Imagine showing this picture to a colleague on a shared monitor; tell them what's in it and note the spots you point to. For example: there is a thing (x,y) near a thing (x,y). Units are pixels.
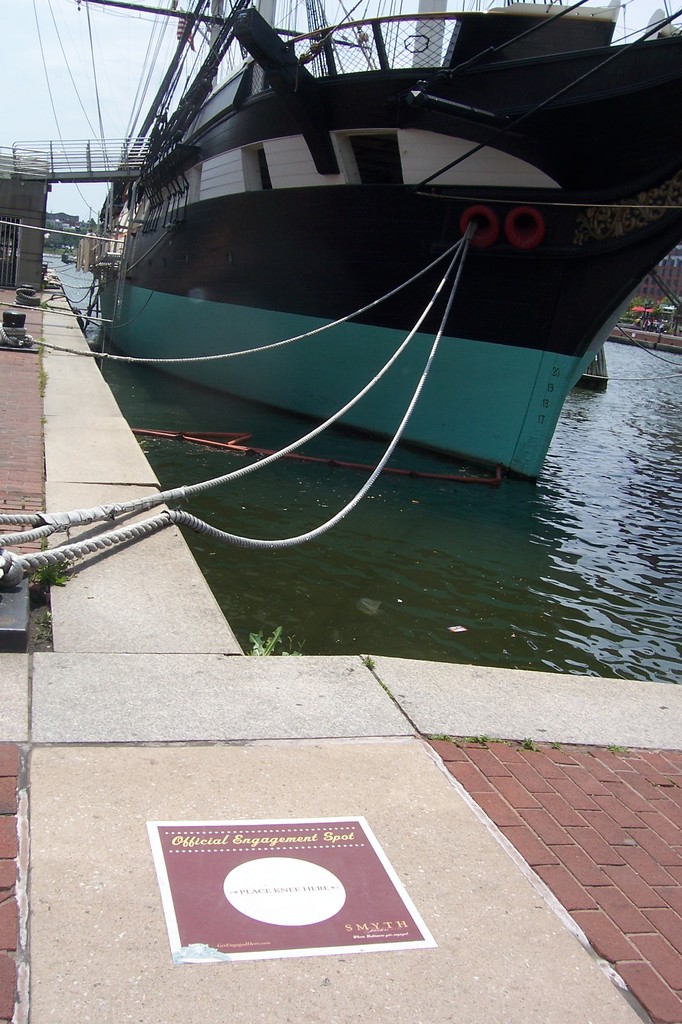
This picture contains a boat (421,339) in the water (431,485). This boat (375,347) is in black and blue color. At the top of the picture (118,117), we see the wires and the sky (79,208). There are trees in the background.
